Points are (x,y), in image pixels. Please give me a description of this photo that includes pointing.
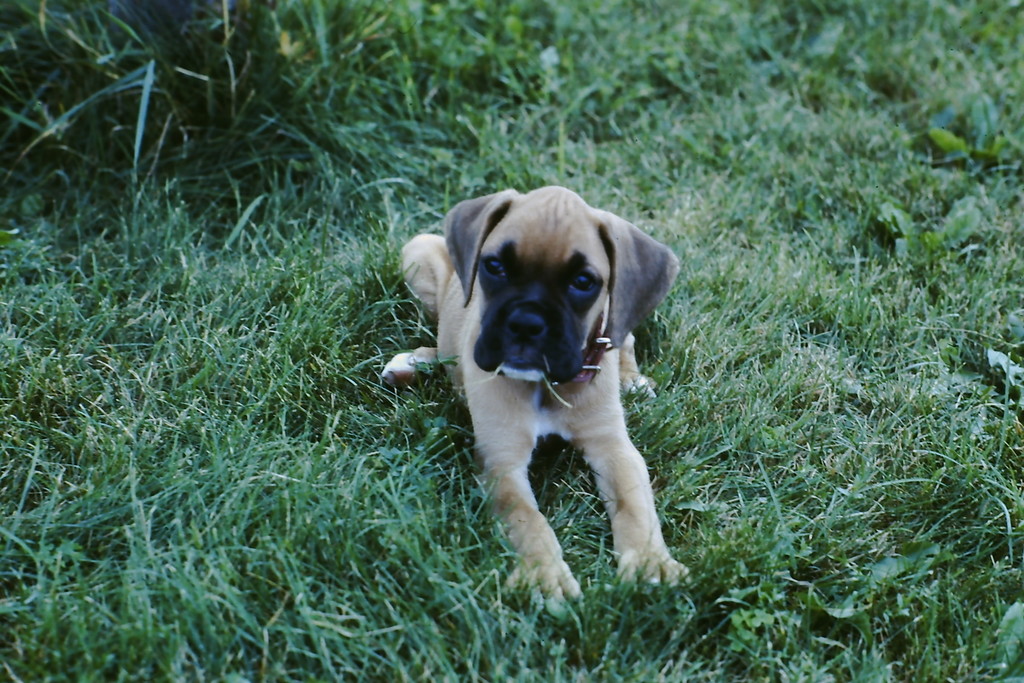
Here we can see a dog (609,368) and this is grass (850,624).
